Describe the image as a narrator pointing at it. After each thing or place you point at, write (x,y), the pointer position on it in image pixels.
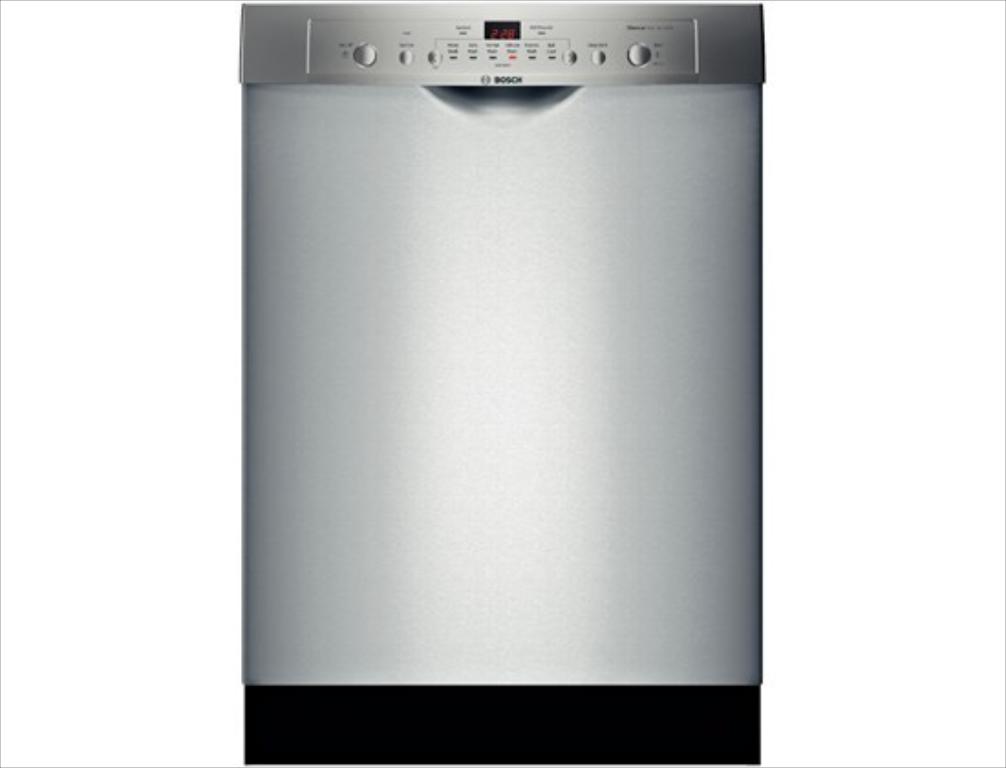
In the center of the image (583,398), we can see a dishwasher (471,145) and at the top (516,30), we can see some text (471,49) on it.
